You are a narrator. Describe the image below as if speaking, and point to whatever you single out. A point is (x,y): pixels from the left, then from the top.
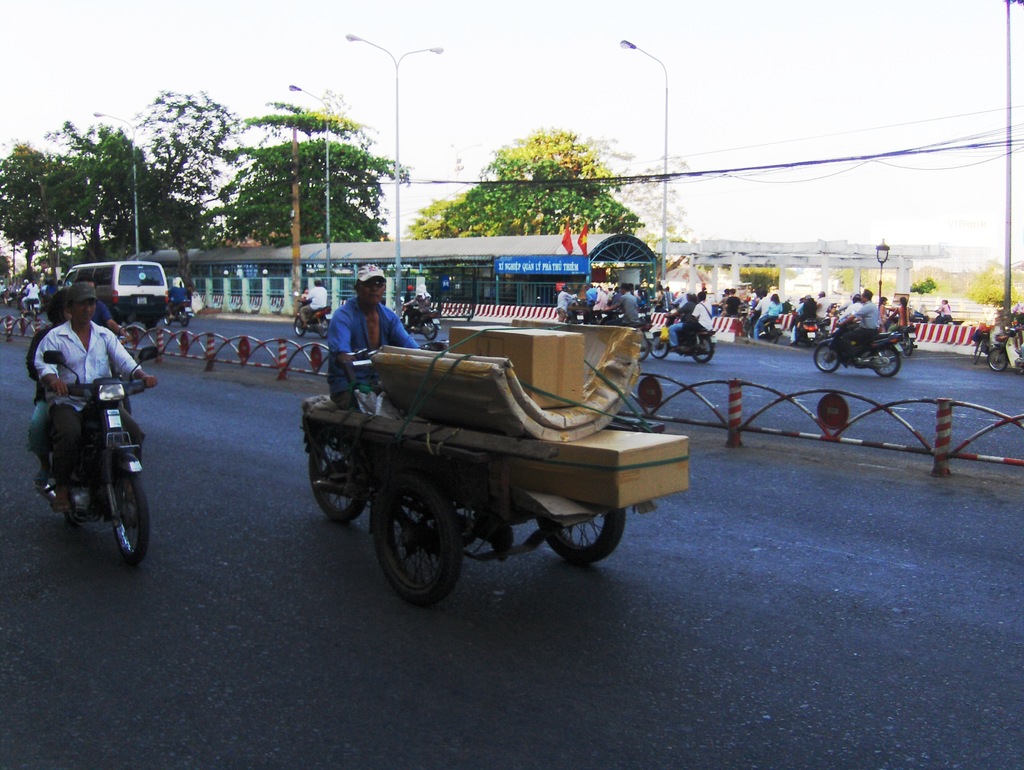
In this picture we can see a cart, people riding motorcycles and a vehicle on the road (349,694) and in the background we can see a shelter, fences (285,292), bridge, streetlights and the sky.
